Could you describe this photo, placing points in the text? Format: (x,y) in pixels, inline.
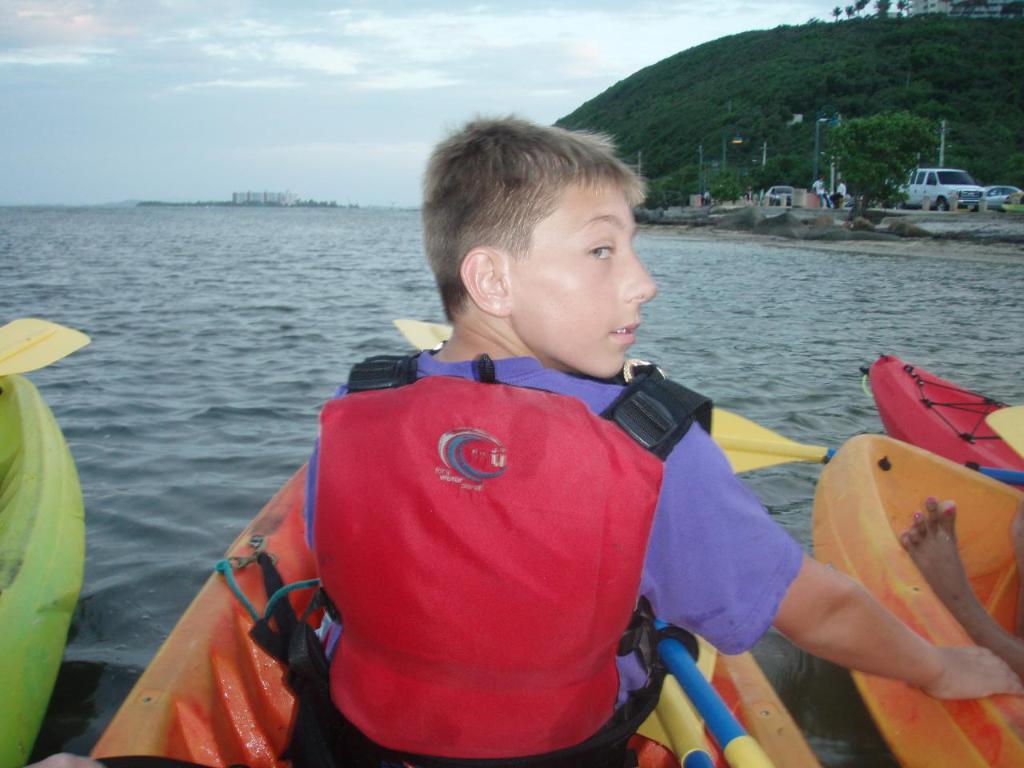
In the picture we can see a person (496,501) wearing life jacket (426,582) sitting in boat (199,640) and in the background of the picture (244,301) there is water (384,334), mountain (813,171) and some vehicles (769,186) parked and top of the picture (37,143) there is cloudy sky (306,83).
